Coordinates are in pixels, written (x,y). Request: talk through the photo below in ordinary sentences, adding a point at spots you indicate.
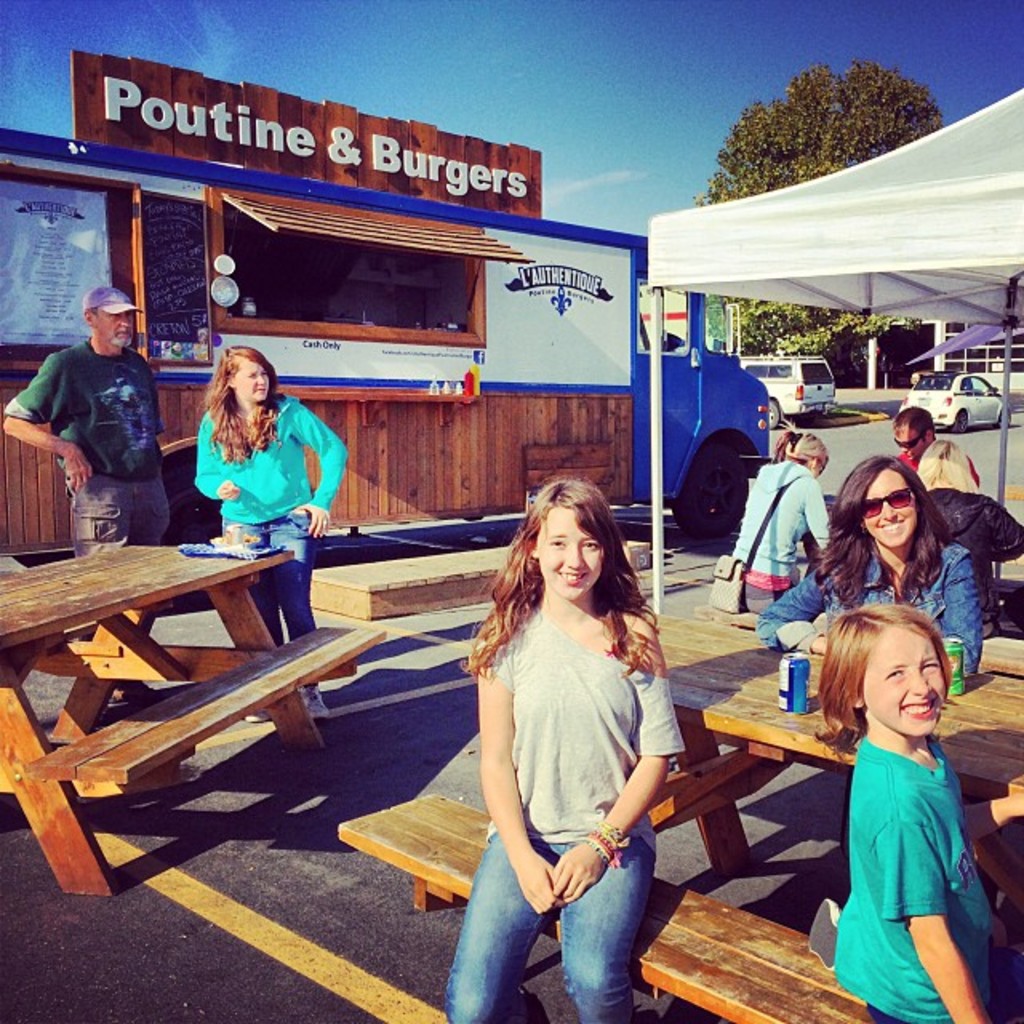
In this picture there are group of people (895,549) those who are sitting on the benches (730,833) and there is a canteen (363,126) at the left side of the image (262,197).
